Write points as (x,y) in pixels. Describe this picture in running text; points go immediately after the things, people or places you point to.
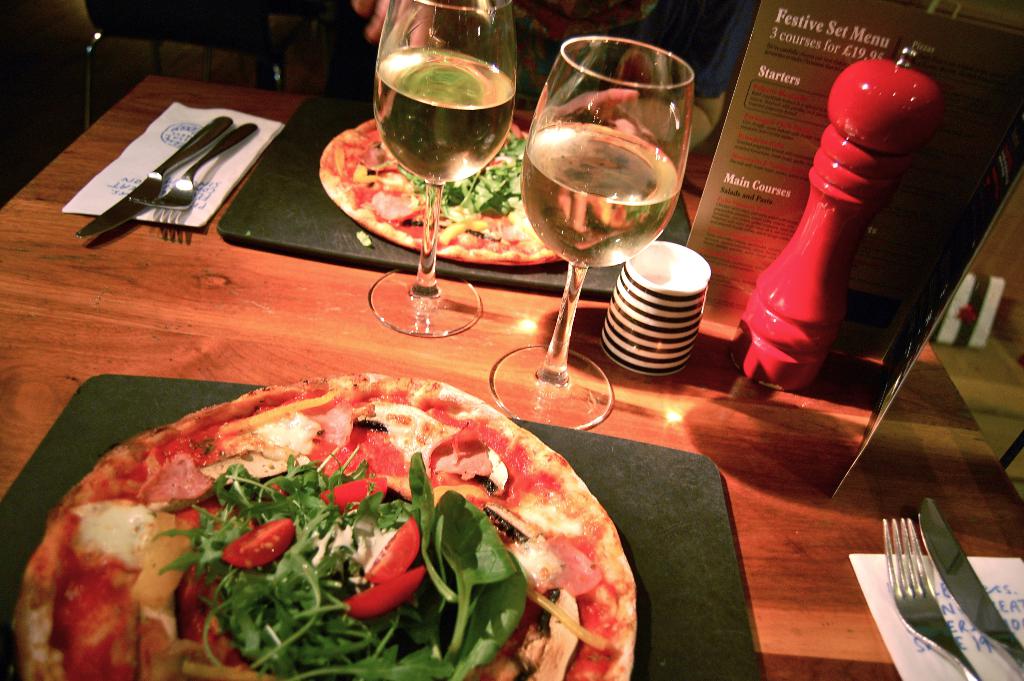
This is a wooden table (222,338) where two pizza (294,499), two glasses (416,291) and forks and knives (144,193) are kept on it.
